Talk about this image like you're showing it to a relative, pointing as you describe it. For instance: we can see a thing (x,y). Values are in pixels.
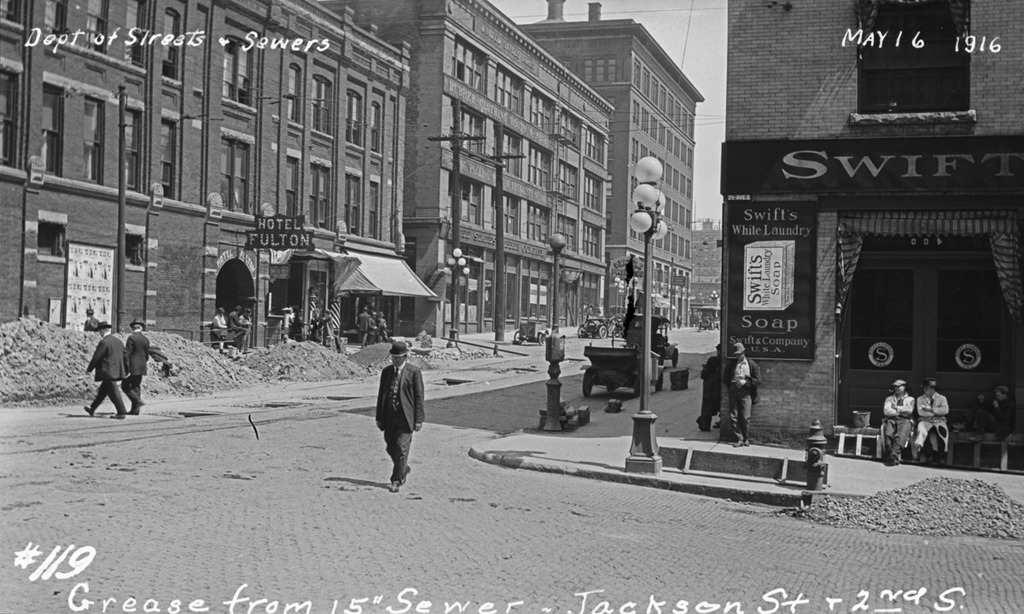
This image is a black and white image. This image is taken outdoors. In this image a few people (143,347) are walking on the road (308,428) and a few are standing. On the right side of the image (939,400) three men (889,432) are sitting on the chairs (1001,458) and there is a building (817,202). In the background (532,190) there are a few buildings (426,192) with walls (271,196), windows (325,190), doors (304,316) and roofs (587,24). There are a few boards (299,230) with text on them. There are many street lights (656,459) and a few vehicles (593,335) are parked on the road (682,351).
